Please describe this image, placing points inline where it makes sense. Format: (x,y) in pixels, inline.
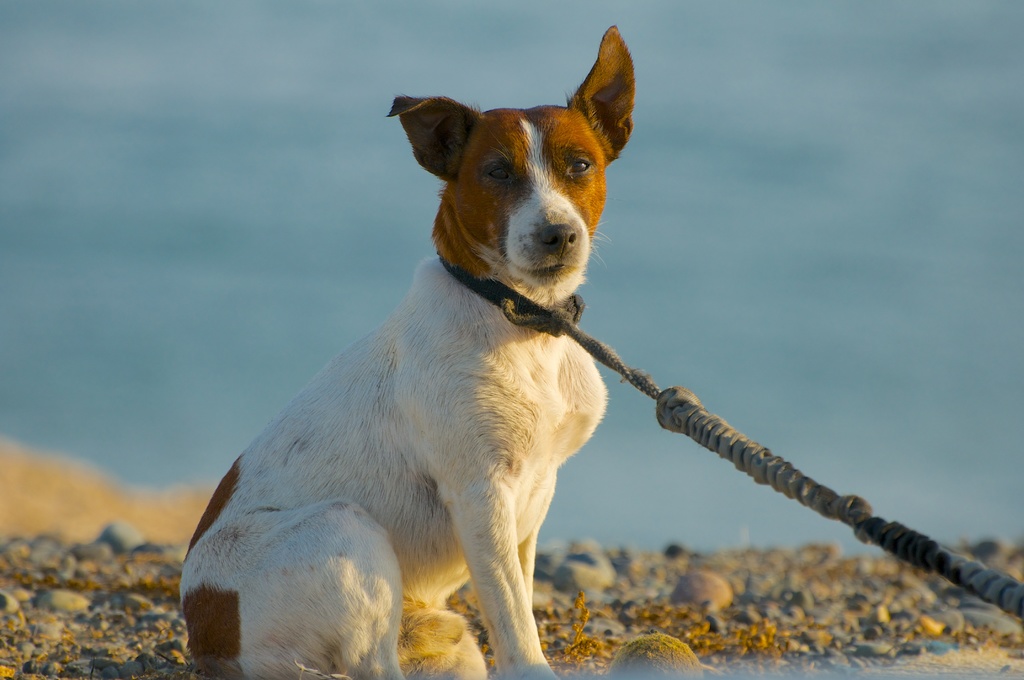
In this image a dog (543,146) is sitting on the land (594,552) having few rocks (726,566). Dog (536,371) is tied with a chain (1019,588). Background (1006,439) there is water (46,447).
